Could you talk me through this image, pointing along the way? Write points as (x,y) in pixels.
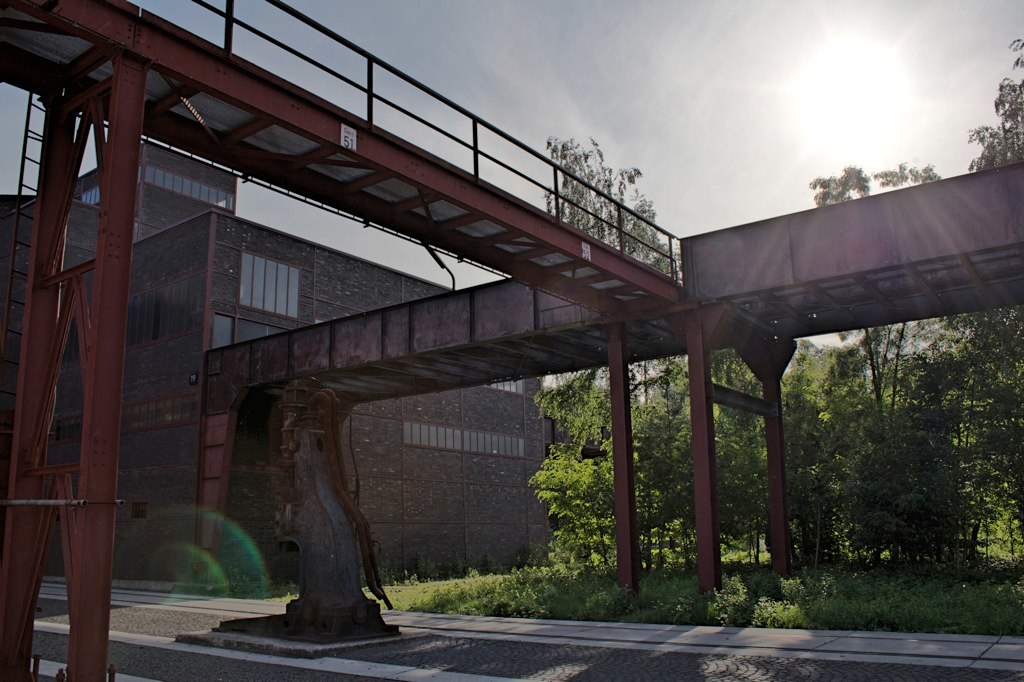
In this image, we can see a bridge (547,364), building (511,406) and trees (827,430). At the bottom (362,653), there is a road (332,664) and a ground (859,606). At the top (592,83), there is sun (803,112) in the sky (757,106).
